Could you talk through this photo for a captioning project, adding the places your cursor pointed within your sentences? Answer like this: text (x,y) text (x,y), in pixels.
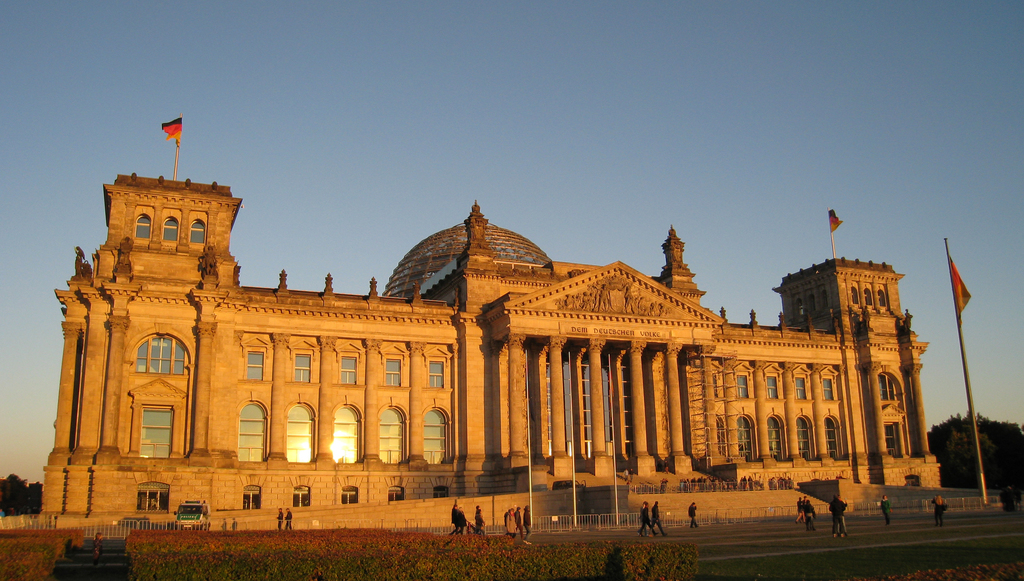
In this picture we can see a building (834,420) with windows (165,439), pillars (378,388) and in front of this building (774,443) we can see a group of people (884,513) on the ground (745,558), fence (759,517), grass (903,560), plants (532,562), poles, flags (964,292), some objects (902,326) and in the background (6,444) we can see trees (997,432) and the sky (547,102).
